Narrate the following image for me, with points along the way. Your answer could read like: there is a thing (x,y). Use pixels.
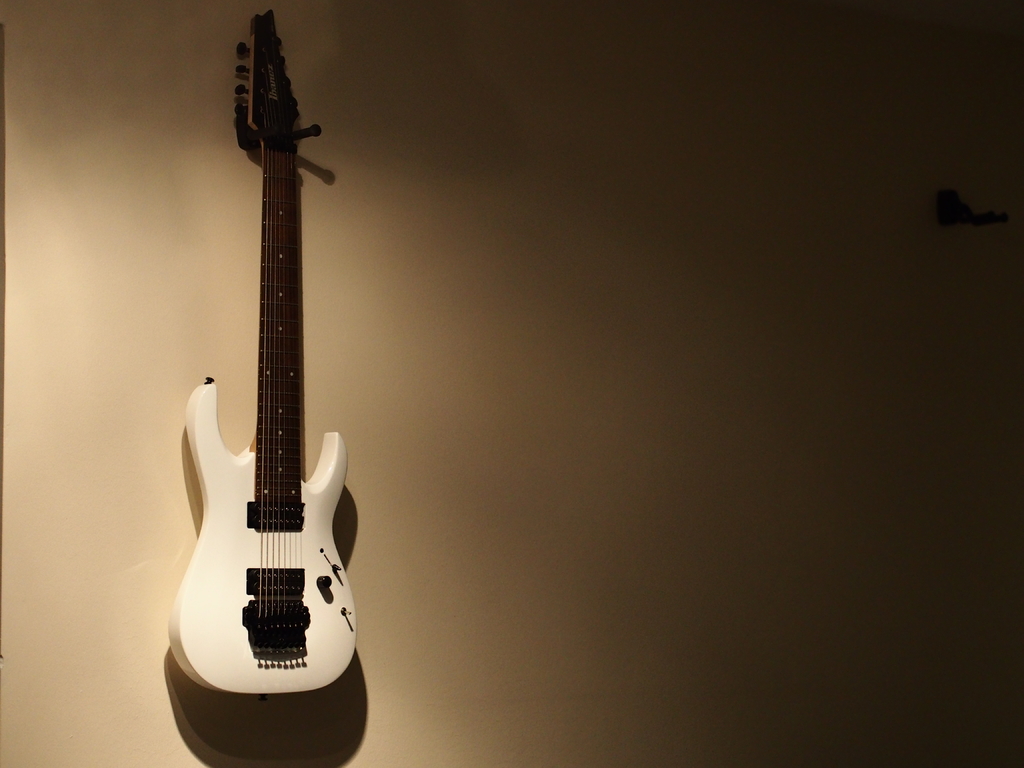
In this picture we can see a guitar (217,497) on the wall (365,432).
